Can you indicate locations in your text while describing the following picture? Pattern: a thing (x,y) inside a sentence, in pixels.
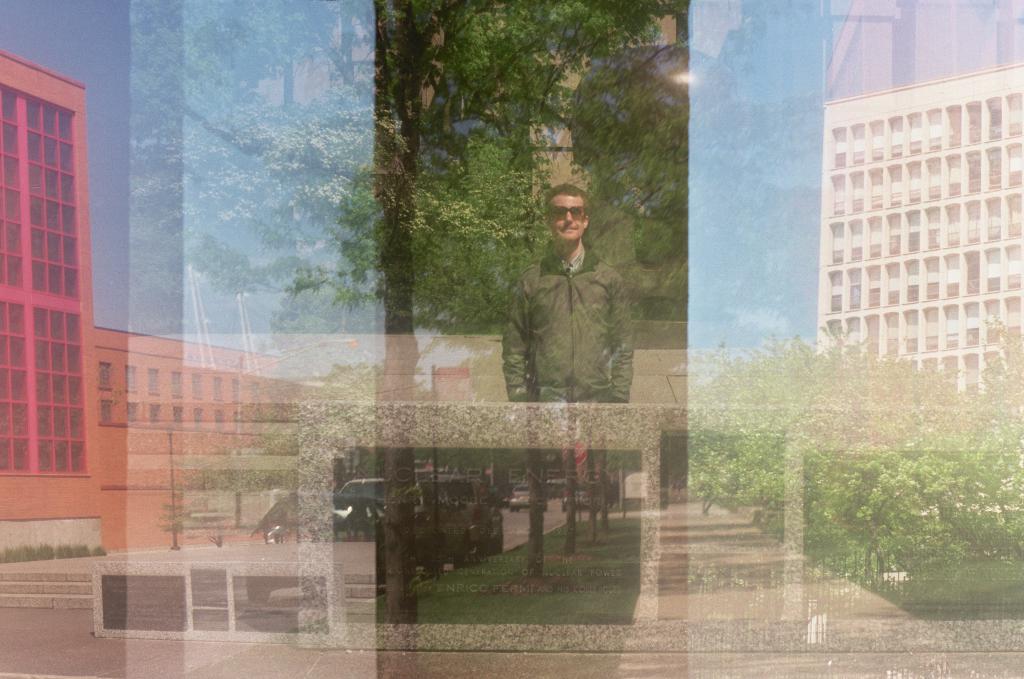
In this image there is a glass (433,546). On the reflection (442,281) of the glass (489,340) there are buildings (857,315), trees (813,470) and vehicles (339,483) moving on the road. In the center (566,379) there is a man (564,371) standing. At the bottom (492,600) there is grass (470,564) on the ground (512,546). At the top (95,78) there is the sky (186,52).
